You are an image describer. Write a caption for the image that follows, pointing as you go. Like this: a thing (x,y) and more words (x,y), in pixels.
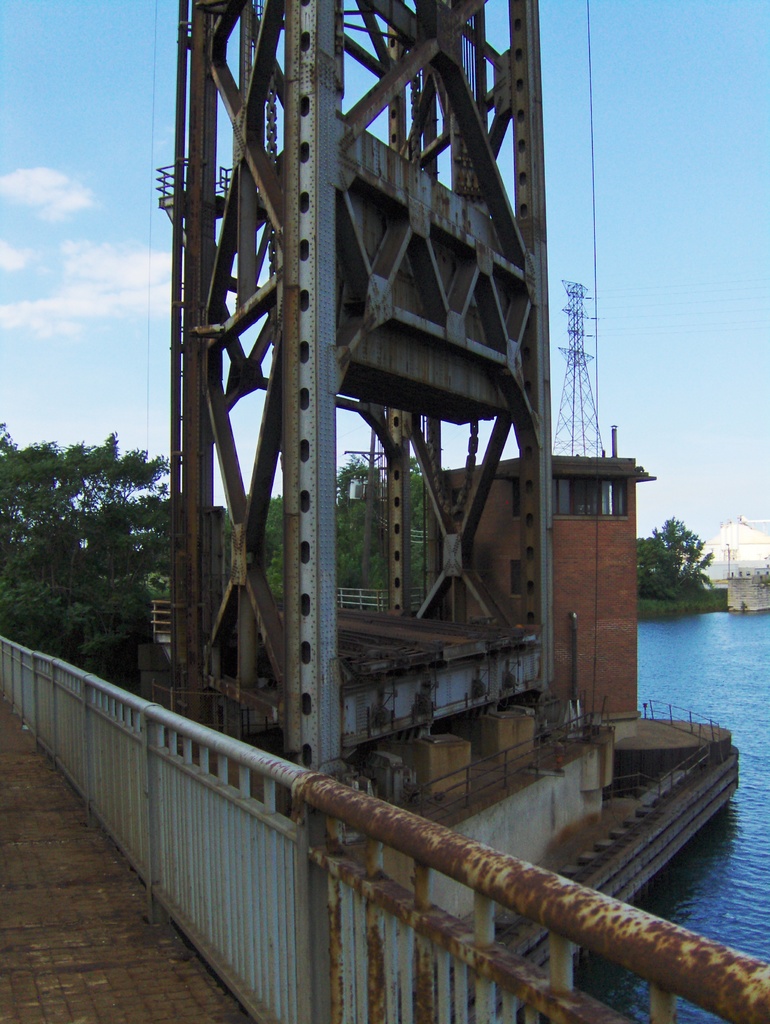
In the foreground (329,914) we can see a metal railing (410,905). In the center of the image (441,573) we can see a building (580,558), metal frames (365,312), staircase (610,829) and a tower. In the background (746,681), we can see water (742,695), group of trees (685,548) and the cloudy sky (93,228).
